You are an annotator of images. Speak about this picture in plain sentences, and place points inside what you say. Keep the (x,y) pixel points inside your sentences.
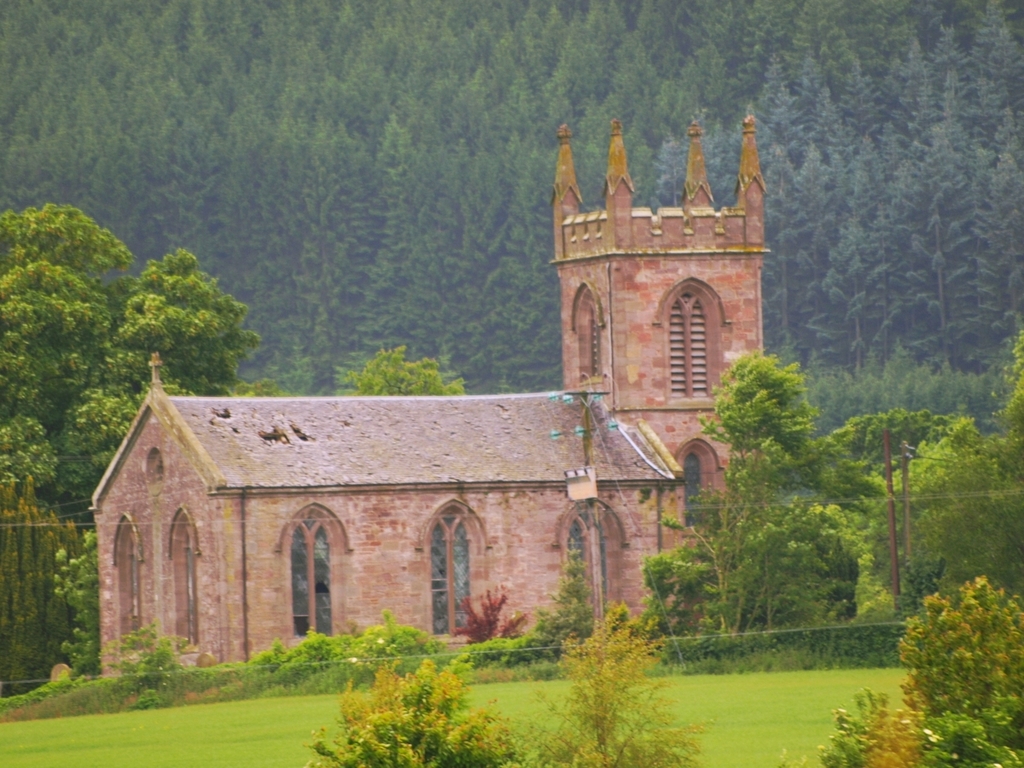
In this image, we can see green grass (221,745) on the ground (223,729), there are some green color plants (480,642), we can see a church (379,496), in the background (397,117) there are some green color trees (542,43).
